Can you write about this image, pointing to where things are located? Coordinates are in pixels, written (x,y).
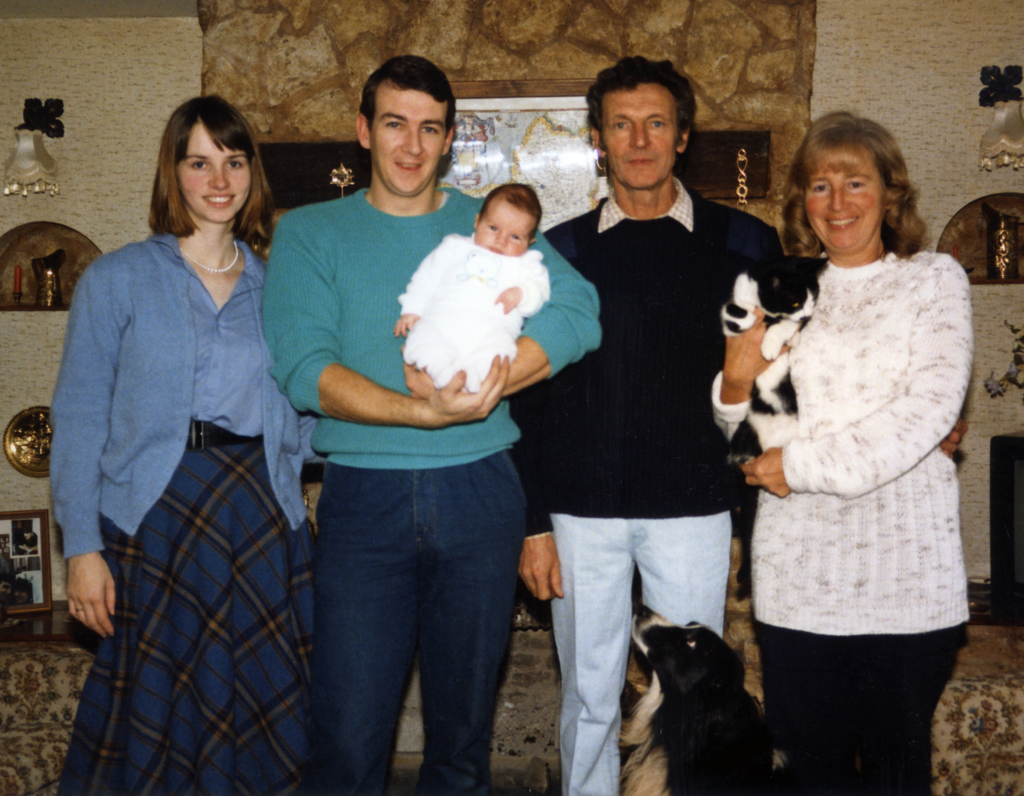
In the image we can see few persons (529,373) were standing and they were smiling. In the center (498,371) man (496,386) is holding the baby (457,293). In front (741,686) there is a dog (675,666), in the background (935,94) there is a wall (790,106) and photo frames (46,530).
